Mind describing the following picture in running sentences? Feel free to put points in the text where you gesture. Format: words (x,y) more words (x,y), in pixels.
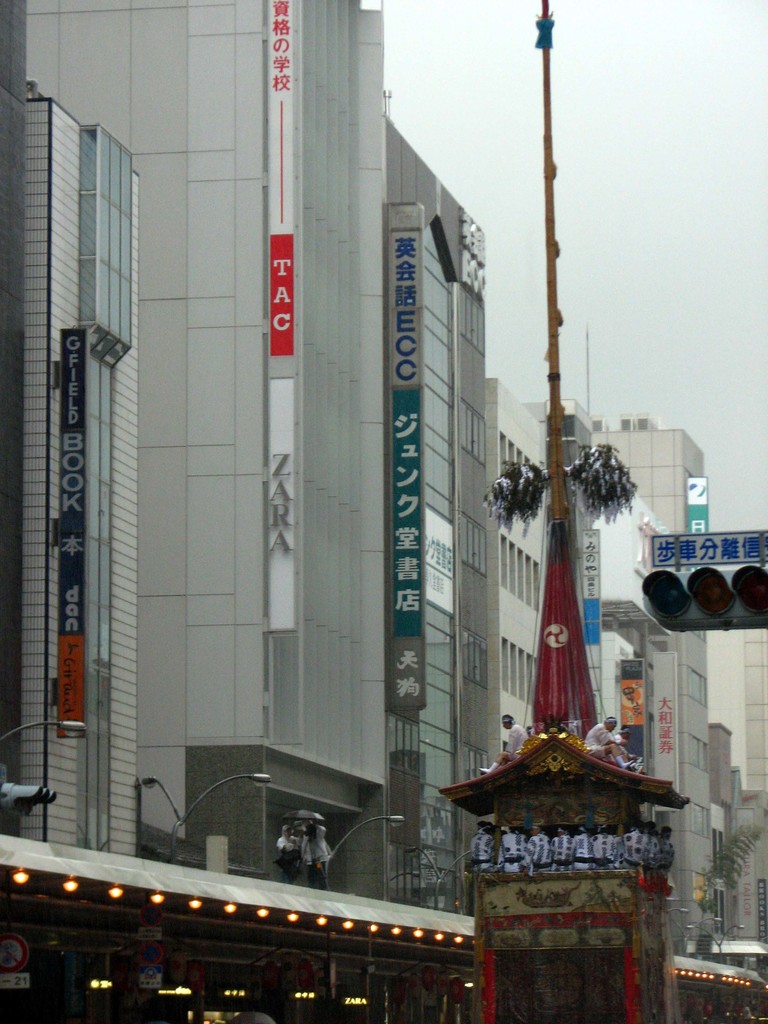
In this image I can see there are buildings (451,531) and board (404,566) attached to it. And there is a shed (182,871) with light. And there is a shrine (529,771) in front of the building (526,688) and there are persons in it. And at the top of the shrine (513,792) it looks like a pole (548,272). And there are street lights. And at the top (491,94) there is a sky (526,48).
